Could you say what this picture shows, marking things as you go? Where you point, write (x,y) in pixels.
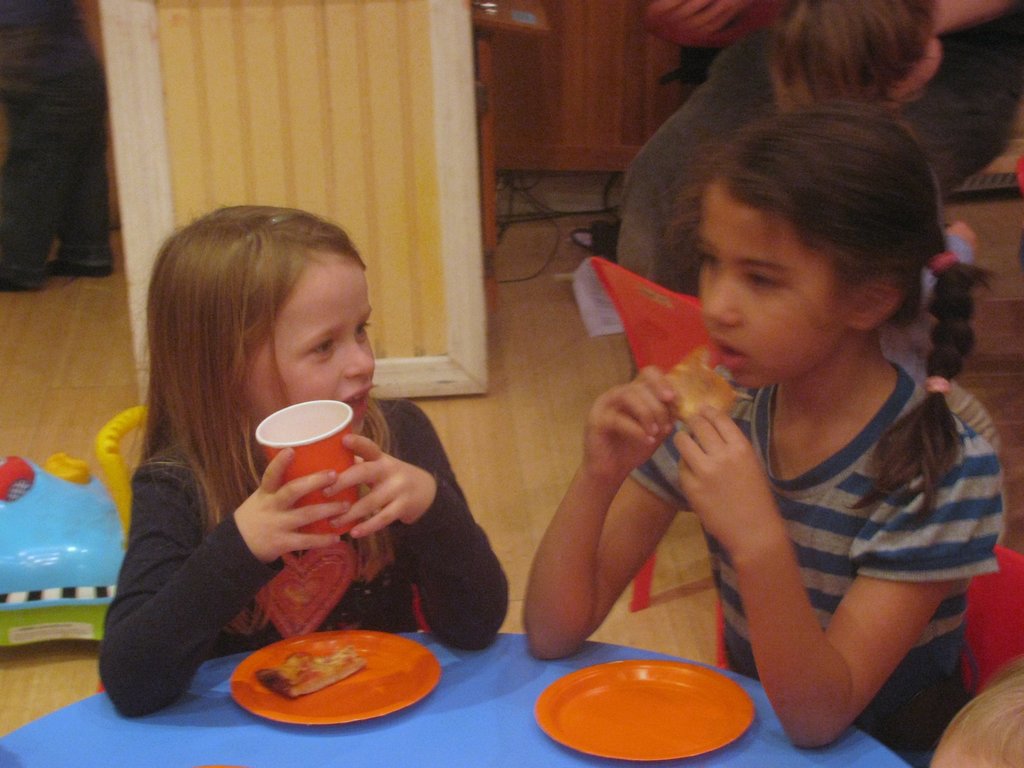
In this image we can see two children (446,506) sitting. One girl (358,508) is holding a glass (343,452) and another girl (736,424) is holding a food item (691,394). In front of them there are plates (377,691) on a blue surface (440,753). On the plate (313,667) there is a food item (306,667). In the back (112,523) there is a toy (36,497). Also there is a chair (635,299). And there are few people (737,75) in the background (829,64).
